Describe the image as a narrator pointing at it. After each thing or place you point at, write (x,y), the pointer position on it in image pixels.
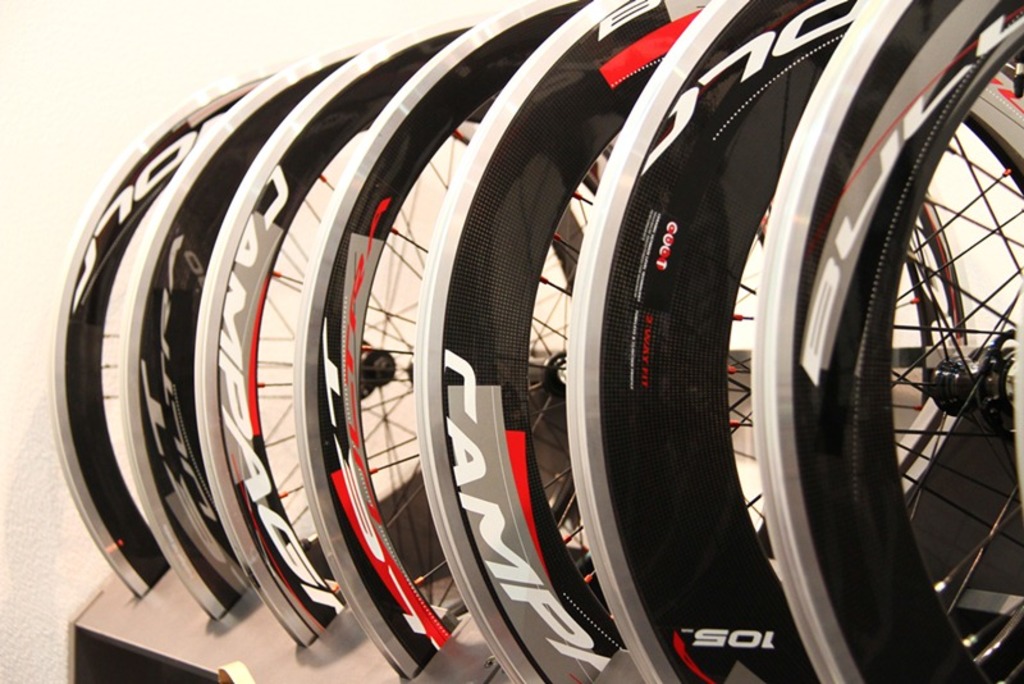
In this image we can see the cycle wheels (663,177) in some stand (280,641). We can also see the wall (206,35) in the background (1001,239).
